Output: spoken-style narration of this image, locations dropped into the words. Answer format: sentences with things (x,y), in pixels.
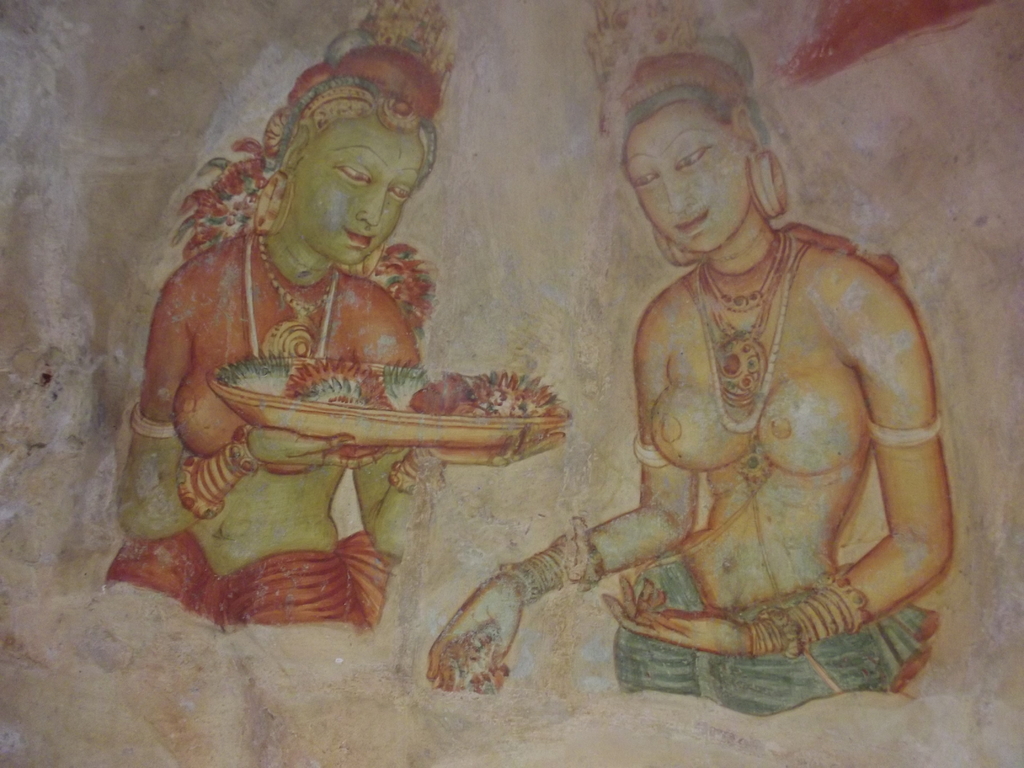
In the picture I can see painting (584,574) on the wall (126,732) which has two women (336,346), woman (212,322) standing on left (199,374) wearing sari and holding some plate (294,425) in her hands (245,470) and on right side of the picture (841,429) I can see another woman (840,368).
